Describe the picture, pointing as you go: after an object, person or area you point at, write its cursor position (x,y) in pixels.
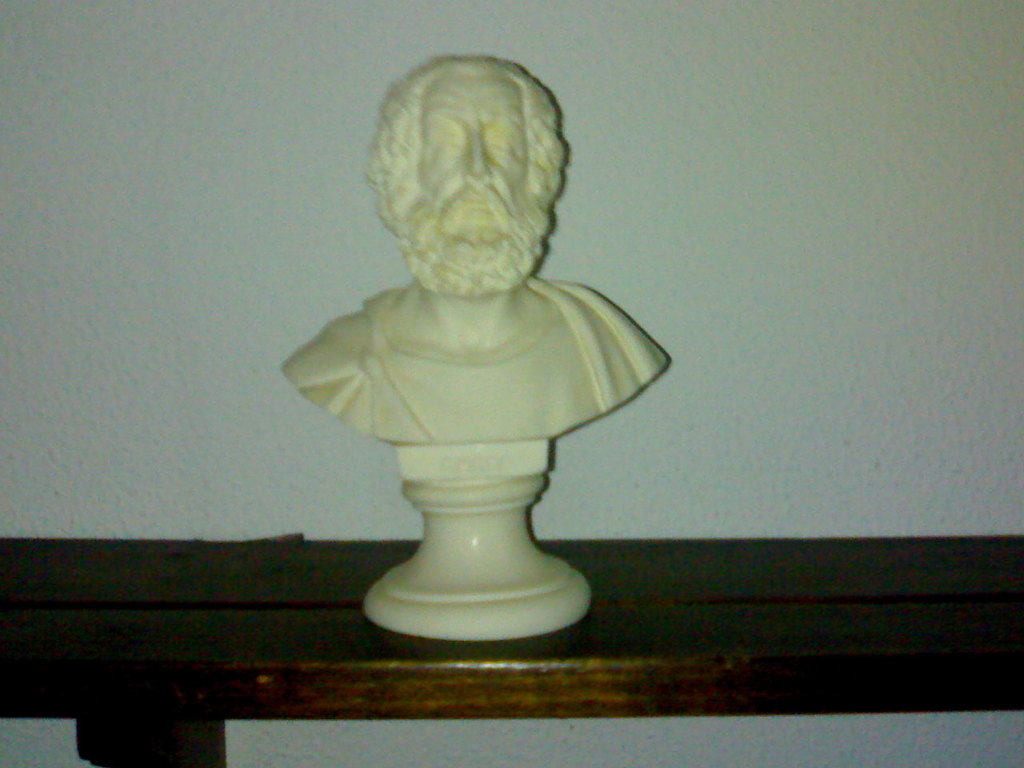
This is the picture of a statue (487,596) which is made of white marble (577,359) which is on the wooden table (409,657).
